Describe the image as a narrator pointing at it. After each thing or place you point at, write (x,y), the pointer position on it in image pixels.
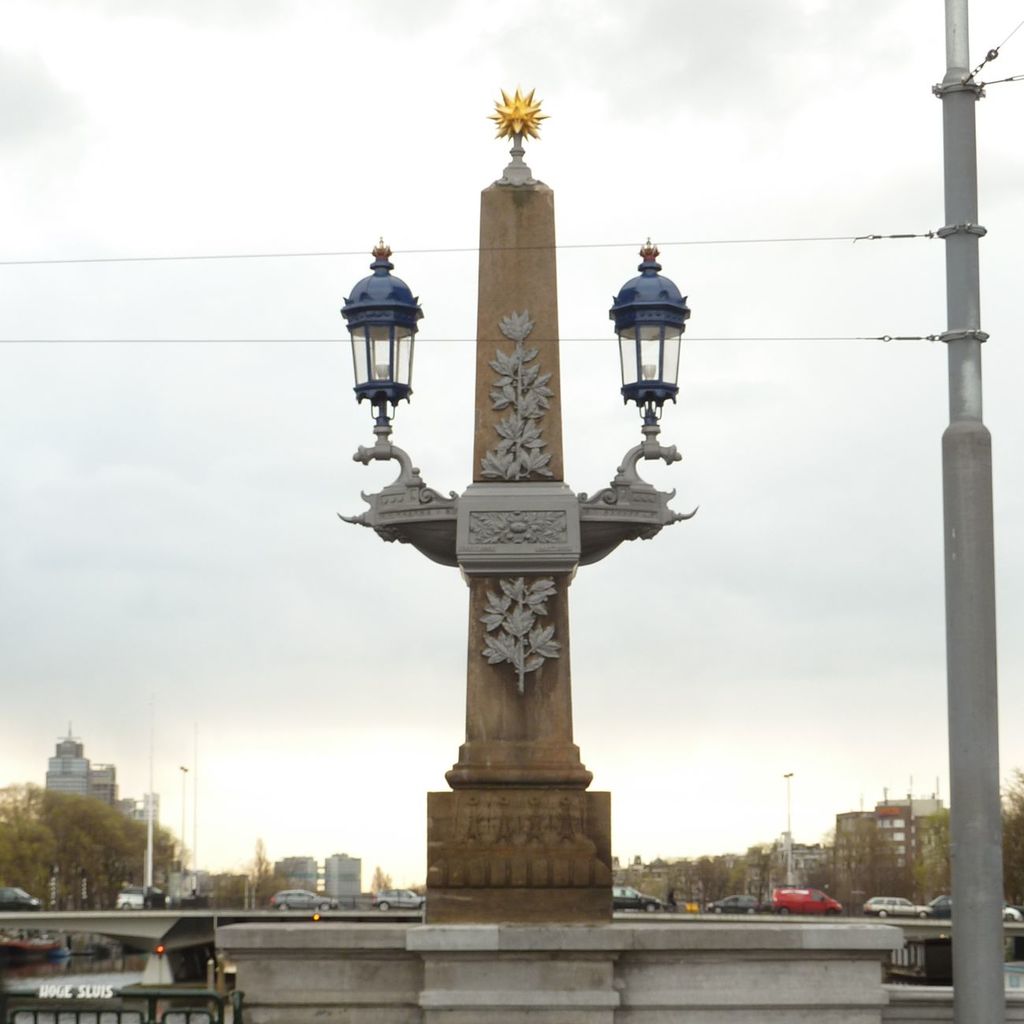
In this picture we can see a pillar (472,650) with lights (387,371), Behind the pillar (488,674), there are vehicles (641,893), trees (31,884), buildings (802,870) and the sky (269,471). On the right side of the image (957,231), there is a pole (990,595) with cables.
